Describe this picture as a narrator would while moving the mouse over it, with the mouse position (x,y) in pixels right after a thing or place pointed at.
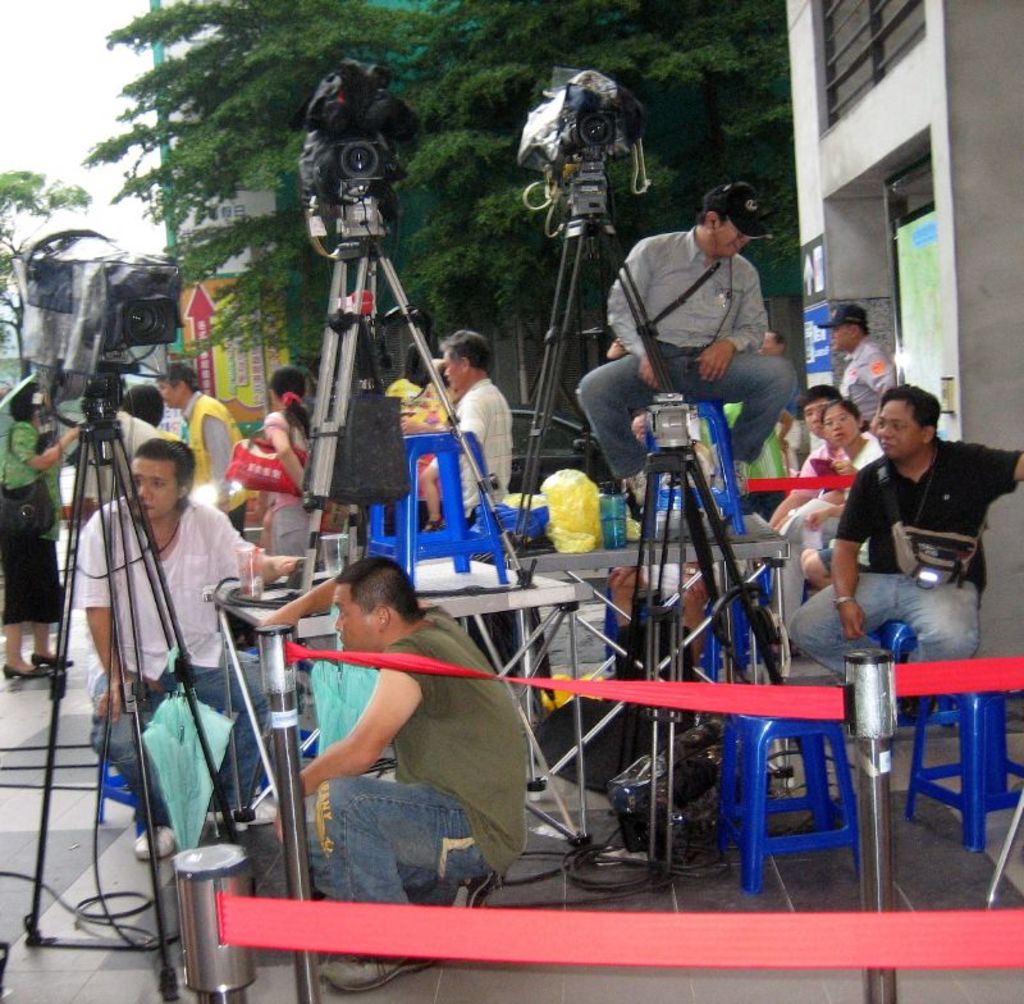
In the image in the center (364,627) we can see few people (341,624) were sitting on the stool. And we can see tables (555,617), stands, chairs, cameras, dustbin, fence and few other objects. In the background (511,111) we can see the sky (47,78), clouds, trees (696,50), buildings (851,145), sign boards (927,223) and few people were standing.
